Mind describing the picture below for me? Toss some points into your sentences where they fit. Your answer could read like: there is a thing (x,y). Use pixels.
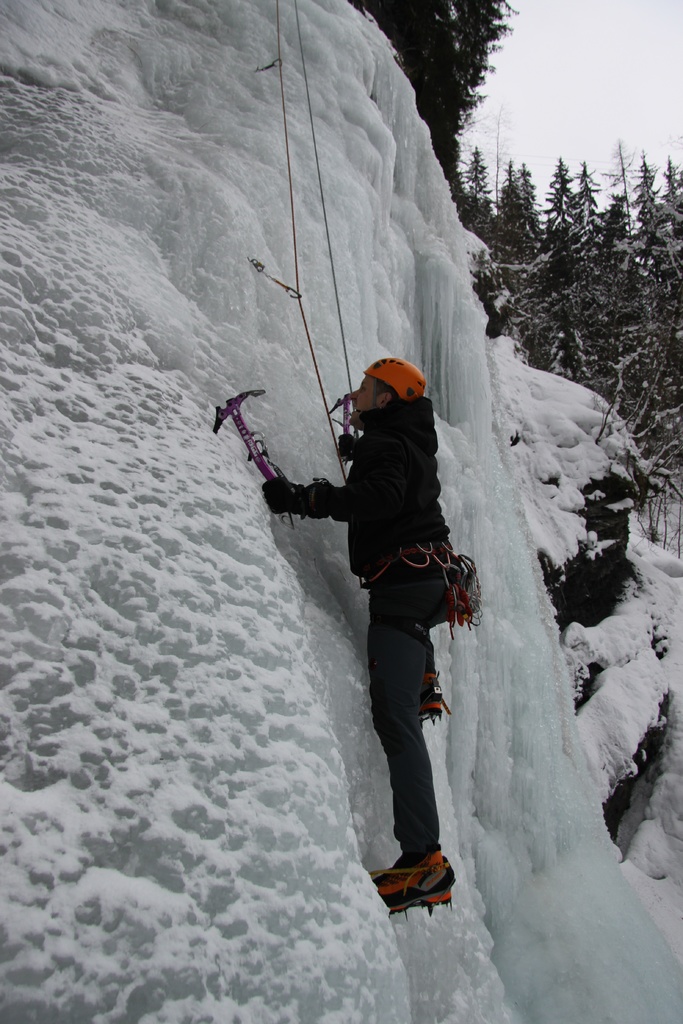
In the center of the image (384,590) we can see one person (439,694) climbing snow hill (347,645), with the help of ropes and some other objects (391,561). And he is wearing a helmet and jacket (381,527). In the background (483,174) we can see the sky (561,8), clouds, trees (578,240) and snow (576,456).
